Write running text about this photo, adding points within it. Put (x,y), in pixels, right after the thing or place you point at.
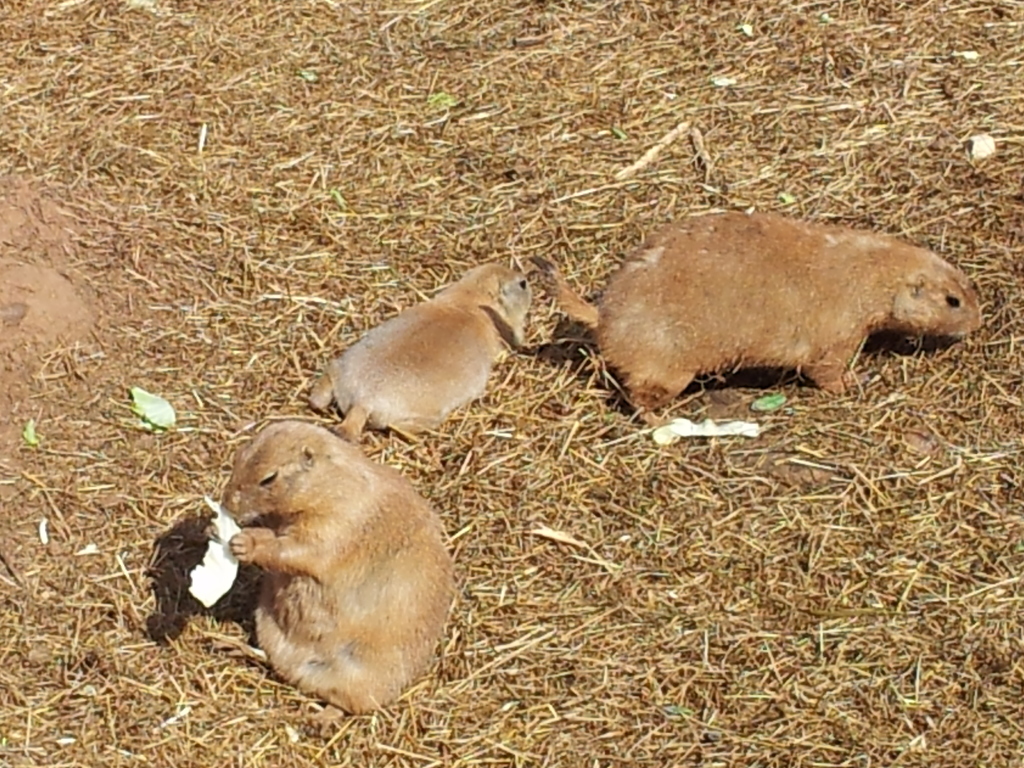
In this image we can see prairie dogs (248,455) on the ground (319,265).
